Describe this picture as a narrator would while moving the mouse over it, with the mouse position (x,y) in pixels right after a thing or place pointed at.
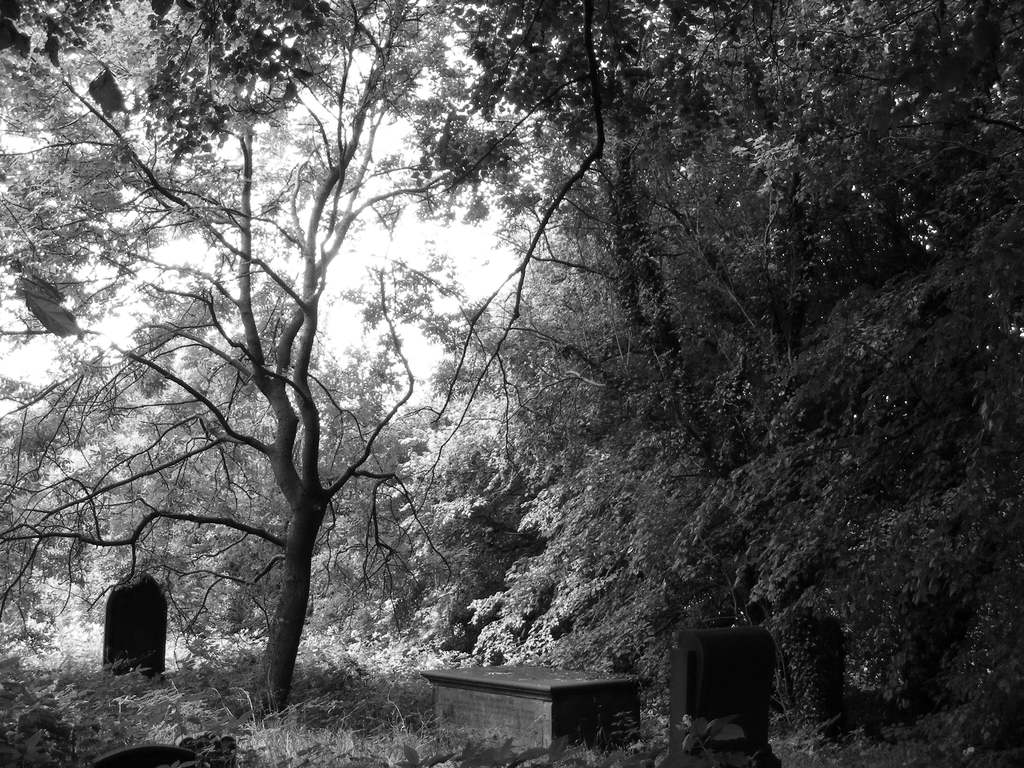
In this image we can see a black and white picture of a tomb (589,739) and a group of trees (347,558) and the sky (401,231).
